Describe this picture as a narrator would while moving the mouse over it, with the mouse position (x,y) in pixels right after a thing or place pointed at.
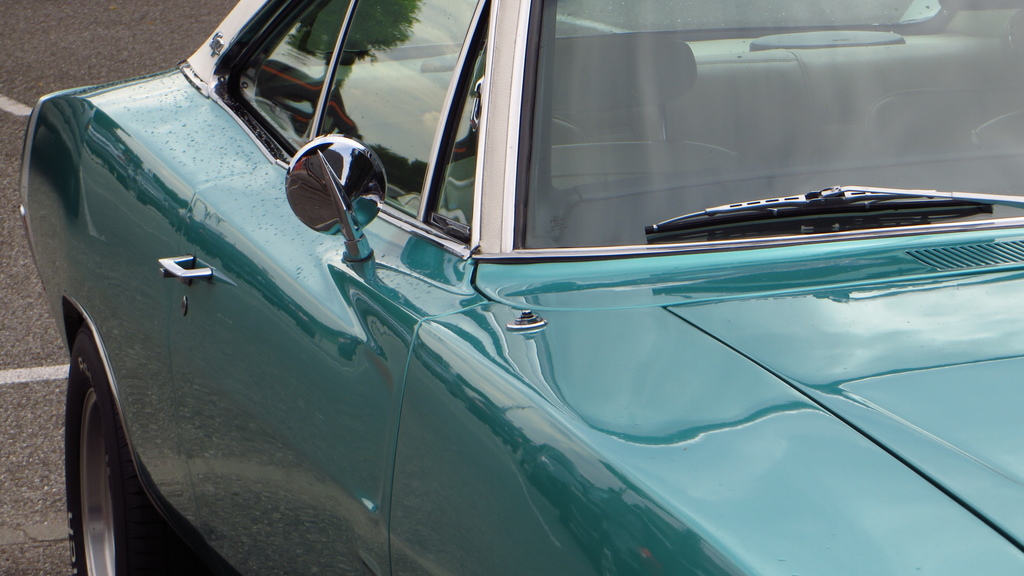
In this picture we can see a vehicle (501,320) and in the background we can see the road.
